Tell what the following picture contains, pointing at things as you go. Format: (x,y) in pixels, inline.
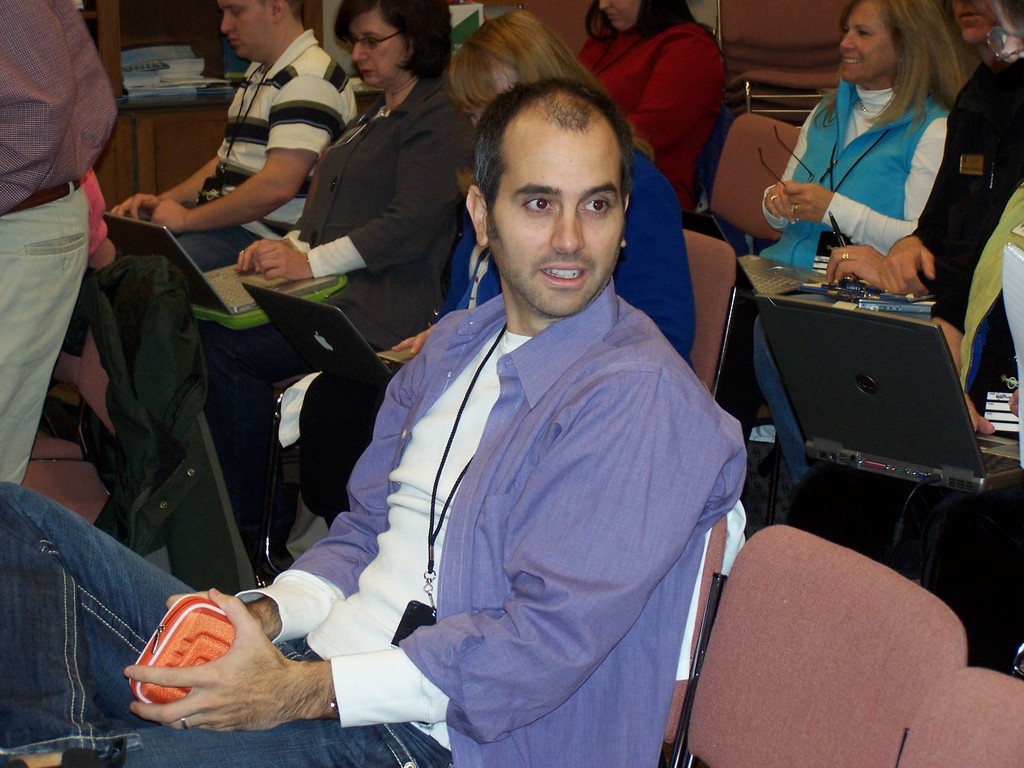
In this image I can see few people (540,410) are sitting on the chairs (945,669) and few people (607,400) are holding laptops (741,266) and something. Back I can see the cupboard (206,111) and few objects (160,72) in it.
